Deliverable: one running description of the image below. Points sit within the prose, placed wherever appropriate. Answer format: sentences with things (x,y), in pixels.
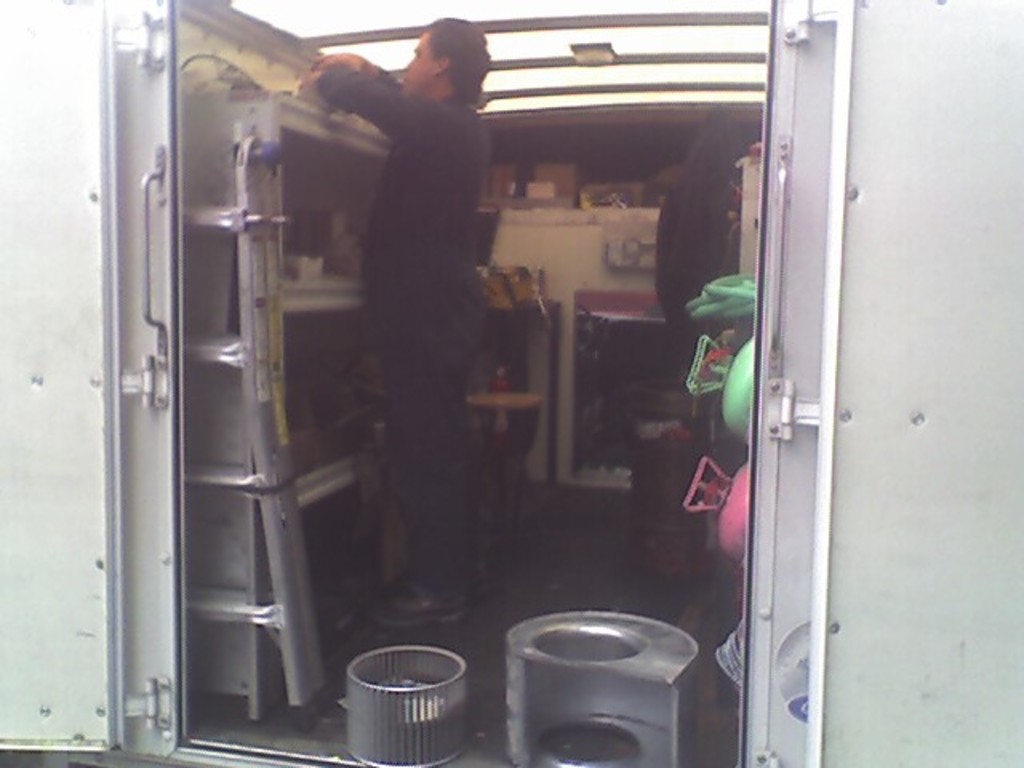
In this picture I can see there is a man (386,76) standing here and he is holding a object (295,85), there are few shelves (288,137) and there is a hinged door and it has a handle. There are few objects (535,679) on the floor (499,673) and there is a person (695,222) standing in the backdrop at right side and there is a pink and green color objects (731,499) placed on middle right side (720,373).
